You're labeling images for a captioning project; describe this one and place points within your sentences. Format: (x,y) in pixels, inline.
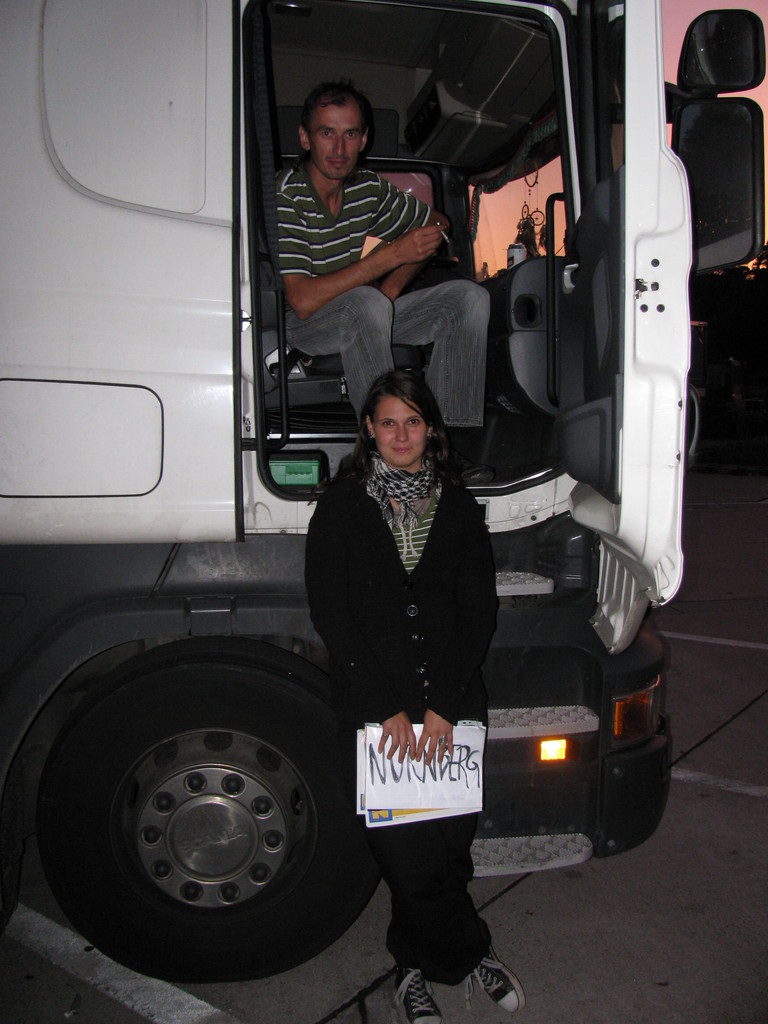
In this picture we can see a vehicle (147,884), man (364,361) sitting on a chair (288,157) and a woman (387,468) holding papers (433,813) with her hands (392,722) and standing on the road (637,892) and smiling and in the background (753,327) we can see some objects (523,208).
